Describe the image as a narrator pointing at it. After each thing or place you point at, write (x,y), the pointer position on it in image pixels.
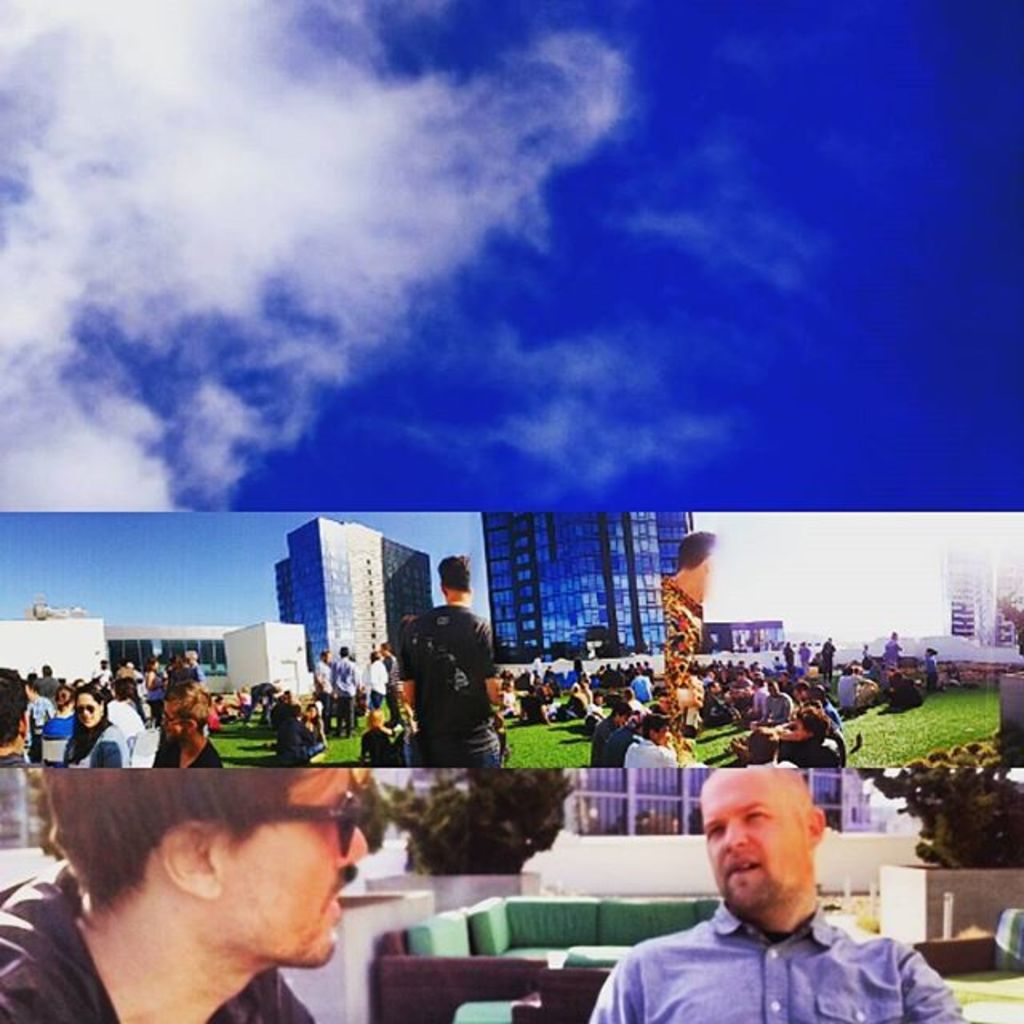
In this picture I can see collage of three pictures in the first picture I can see blue cloudy sky (519,314) and in the second picture I can see buildings (720,633) and few people (823,706) sitting and few people (467,706) are standing and I can see grass (721,732) on the ground (708,738) and a blue sky (165,593) and in the third picture I can see sofa bed (538,961) and couple of men (172,879) are sitting and I can see plants (959,858) and buildings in the back (859,829).
